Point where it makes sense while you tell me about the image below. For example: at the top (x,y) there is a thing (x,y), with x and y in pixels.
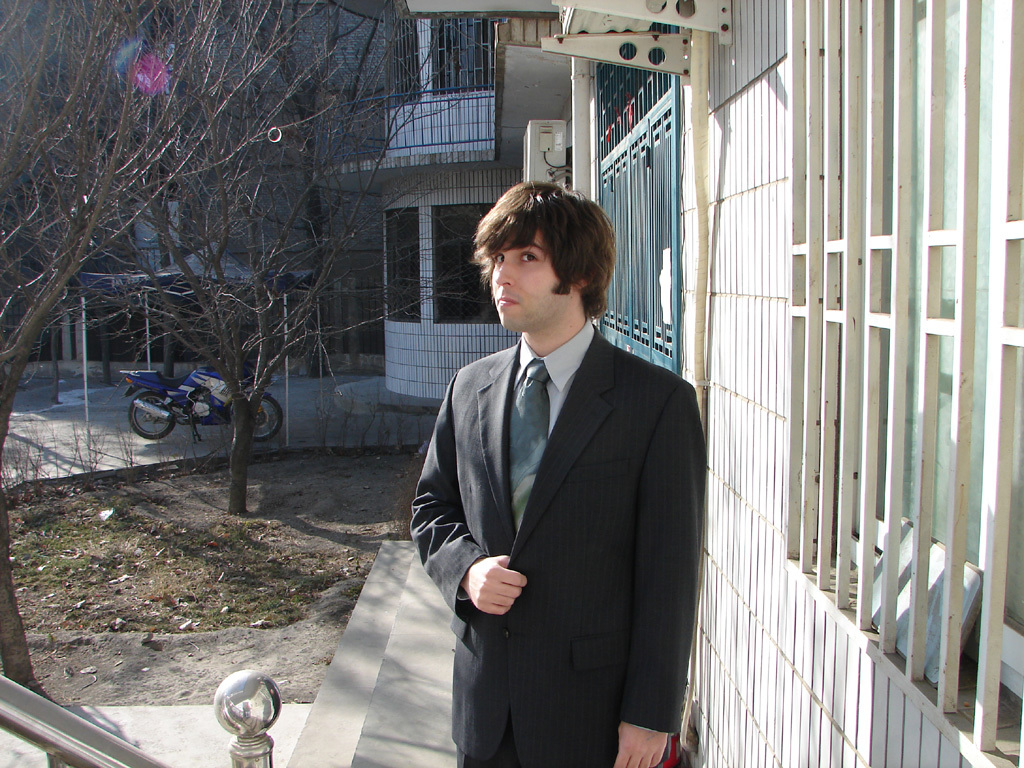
In this picture there is a boy (589,512) wearing black suit (589,524), standing in front (545,441) and giving a pose. Behind there is white color window grills (998,482) and building (449,137). On the left side (235,189) there are some dry trees (240,381).
